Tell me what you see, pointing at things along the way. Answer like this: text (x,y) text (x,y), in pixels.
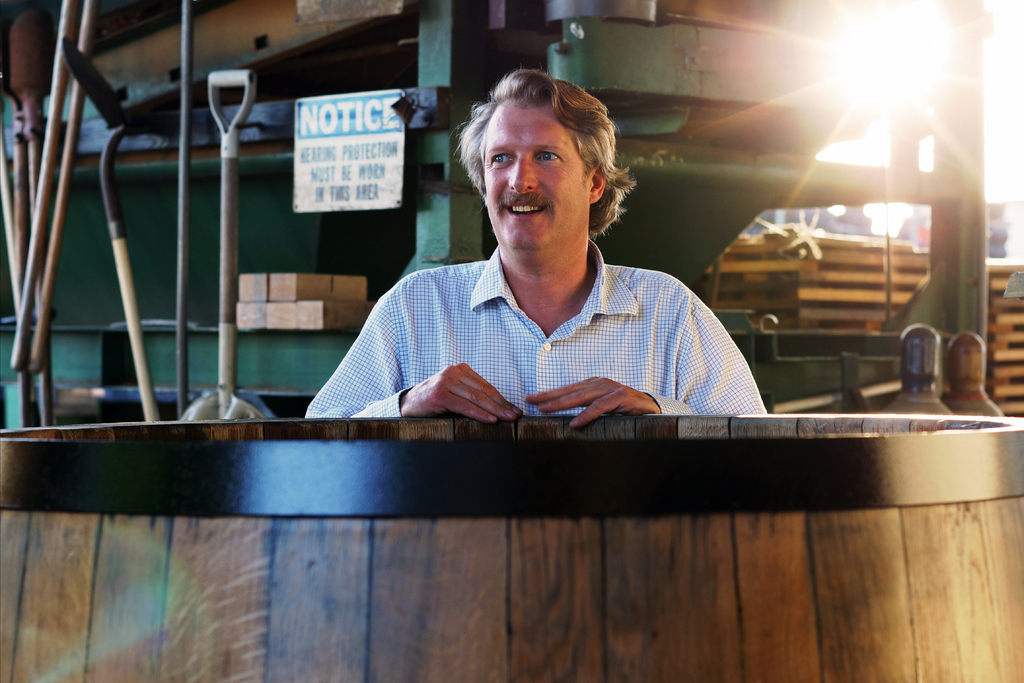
In this picture we can see a man (480,336) wearing white shirt (506,336) standing behind the wooden object (505,538). In the background (383,150) there is a white color notice (355,136) and green color machine (682,121).
